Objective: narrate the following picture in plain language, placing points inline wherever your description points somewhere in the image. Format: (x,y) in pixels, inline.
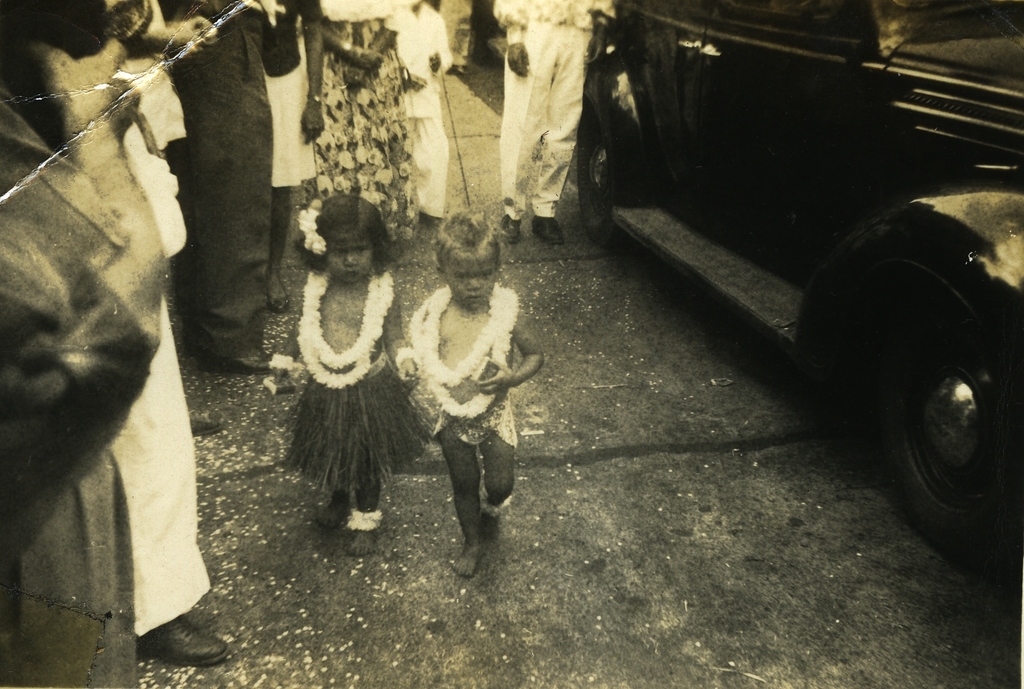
In this image I can see an old photograph (28,110) in which I can see two children (383,400) are standing. I can see garlands (311,355) in their necks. I can see a vehicle (790,129) to the right side of the image (808,110) and number of persons (428,89) standing.
